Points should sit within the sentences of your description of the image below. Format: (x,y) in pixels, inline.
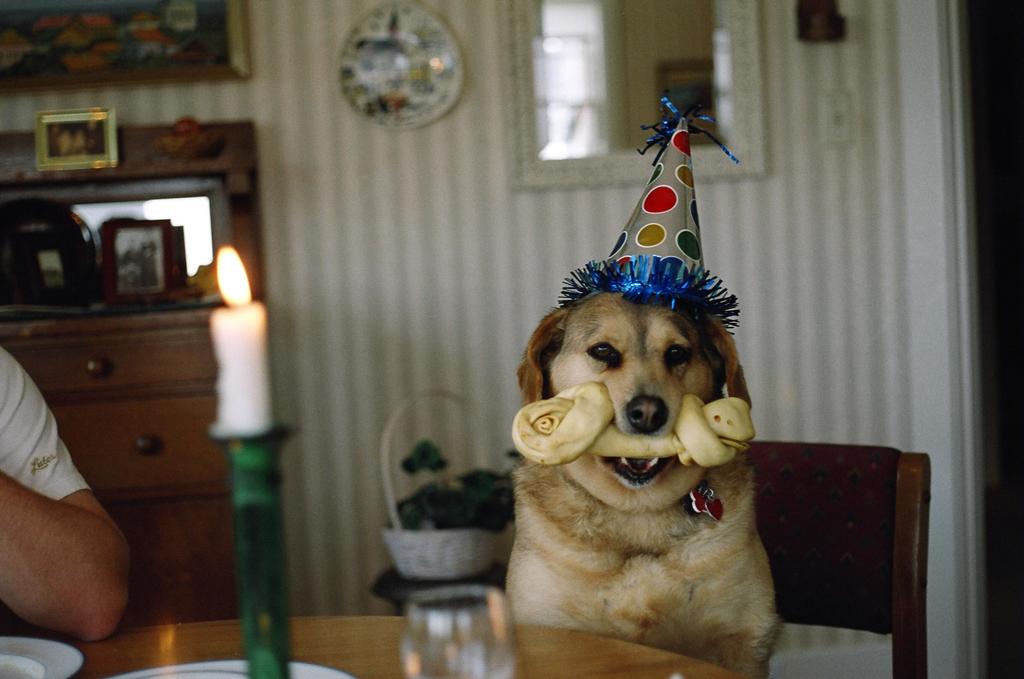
In this image I can see a candle (249,385). On the right side of this image (688,563) there is a dog (643,510) sitting on a chair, there is some food item (680,448) in its mouth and one cap (660,236) on its head (627,314). On the left side of this image (59,560) I can see a person's hand (45,576) and he is wearing a white shirt (28,429). At the back of this person (38,421) I can see a table (152,333) and there are some frames (142,234) and photos (140,247) on it. And in the background (398,296) I can see a wall (390,245) and there is a mirror (572,154). And in the bottom of this image (386,591) I can see a small stool (390,582) and basket (420,549) on it. And here I can see a dining table (556,648) and glass (453,649) and some plates (45,650) on it.
